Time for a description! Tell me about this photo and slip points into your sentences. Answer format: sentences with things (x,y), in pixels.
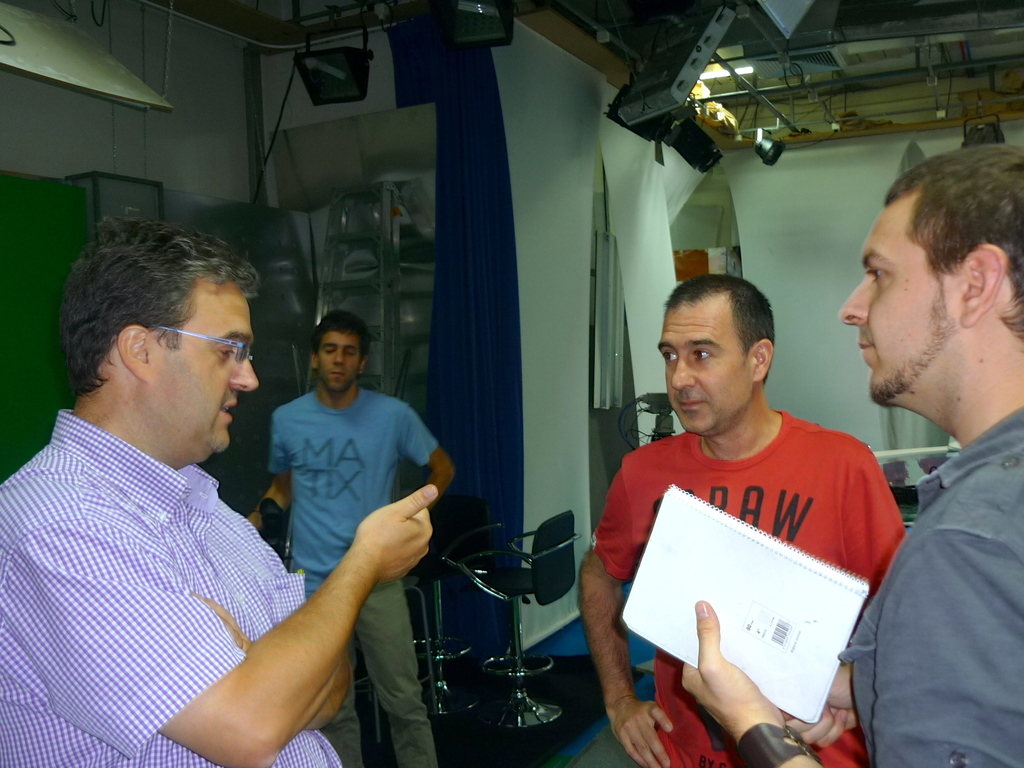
In this picture we can see four men (356,507) standing where a man (976,459) holding a book (749,643) with his hand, chairs (485,582), curtains (451,404), walls (428,342) and in the background (711,251) we can see some objects (405,341).
